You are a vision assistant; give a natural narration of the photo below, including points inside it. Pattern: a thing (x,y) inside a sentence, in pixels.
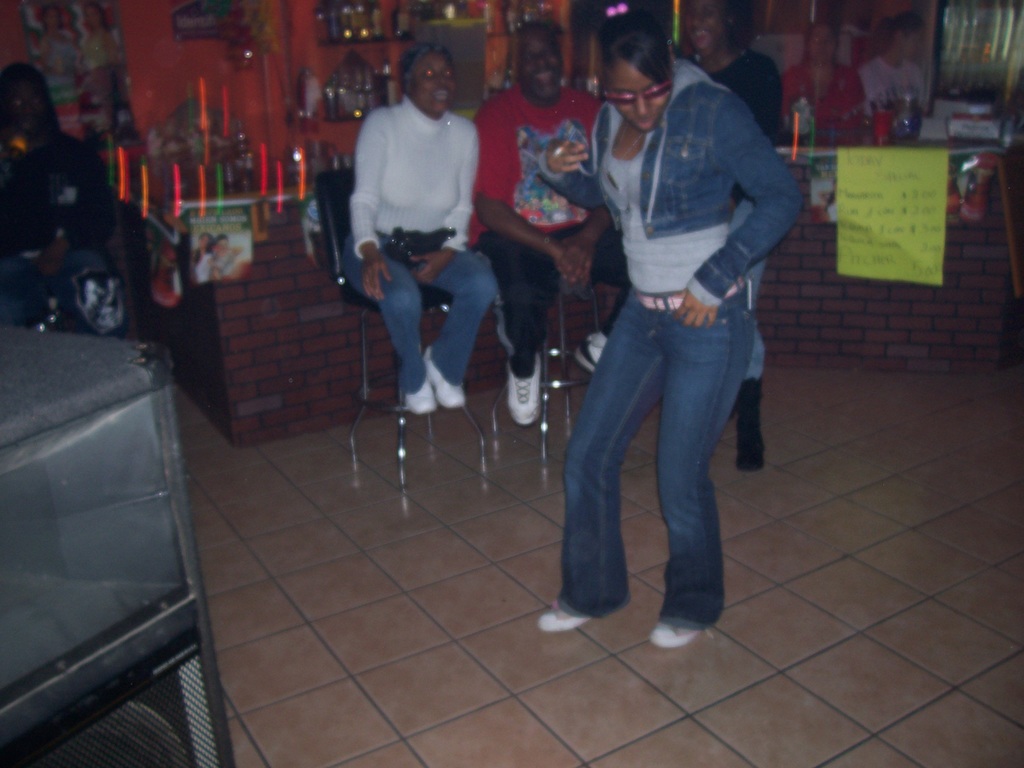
In this image we can see a few people (618,537), among them, one person (614,355) is doing the dance on the floor (454,495), also we can see the posters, speaker (62,572) and some other objects (197,142), in the background (272,103), we can see the wall (231,80).
